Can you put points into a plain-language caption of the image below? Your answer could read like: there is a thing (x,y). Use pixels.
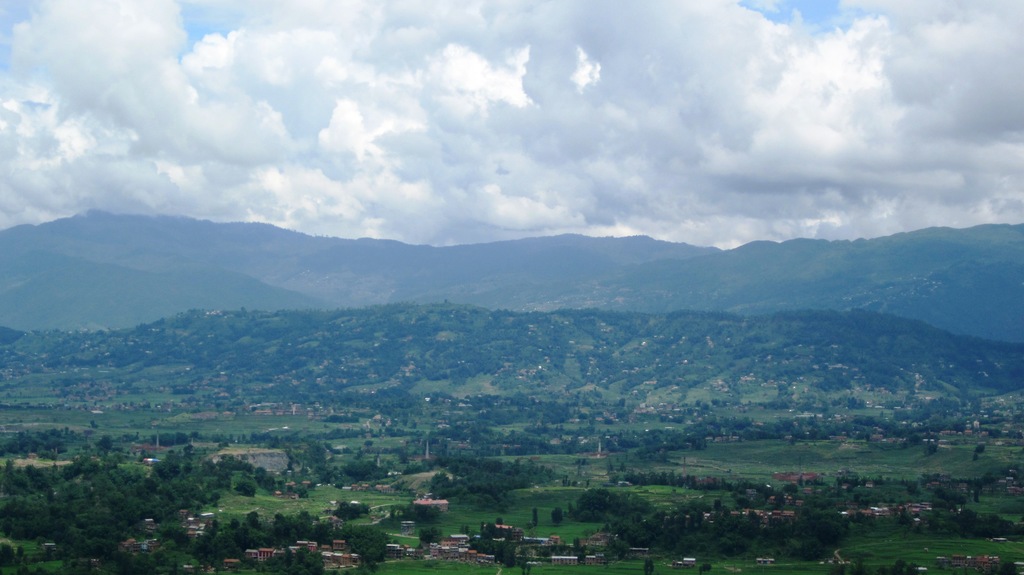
This is an outside view. At the bottom (77,507) there are many buildings (317,547) and trees (155,487). In the middle of the image (447,300) there are few hills (346,278). At the top of the image (290,79) I can see the sky (294,99) and clouds (531,112).
